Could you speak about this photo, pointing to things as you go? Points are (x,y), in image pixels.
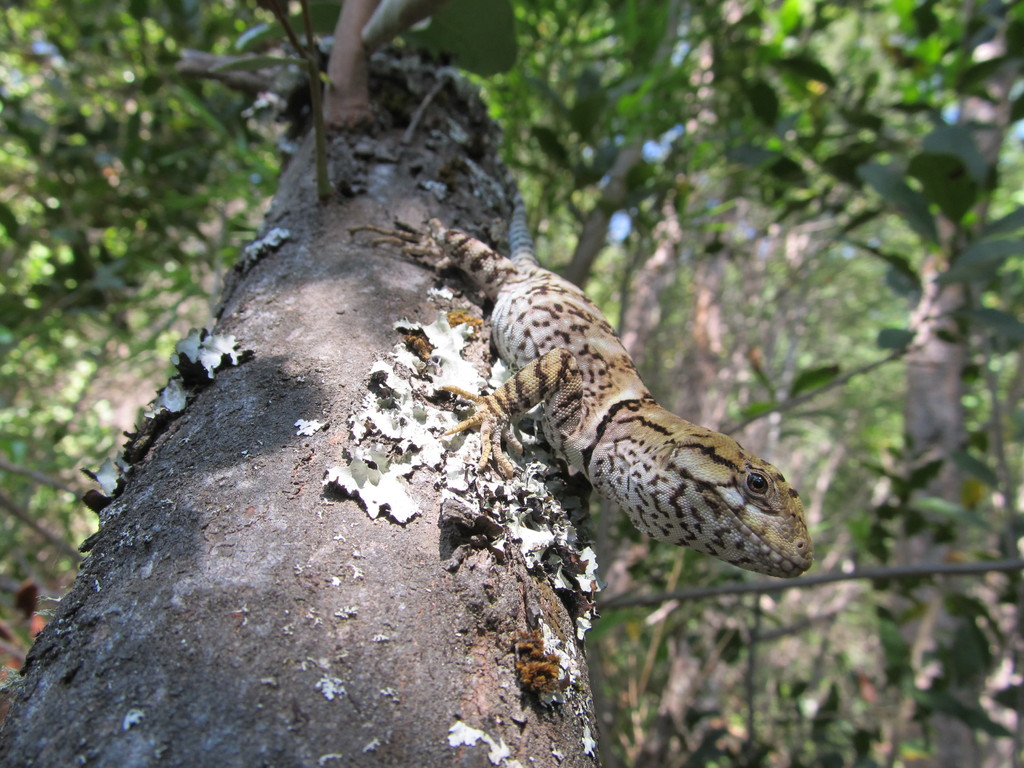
In the picture I can see a lizard (638,428) on a tree trunk (557,612) and there are few other trees (566,230) in the background (245,200).
